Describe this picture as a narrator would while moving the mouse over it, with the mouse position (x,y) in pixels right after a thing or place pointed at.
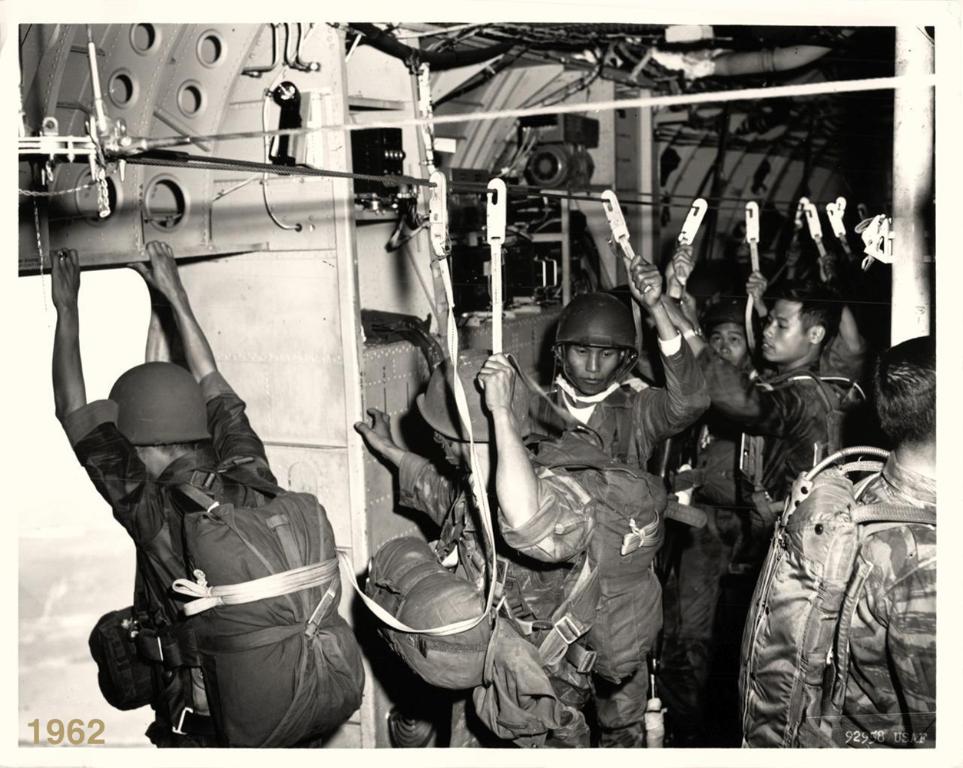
This is a black and white image and here we can see people (504,471) wearing uniforms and bags (432,596) and helmets (585,333) and are holding hangers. In the background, we can see some rods (547,189). At the bottom (54,739), there is some text (77,721).
